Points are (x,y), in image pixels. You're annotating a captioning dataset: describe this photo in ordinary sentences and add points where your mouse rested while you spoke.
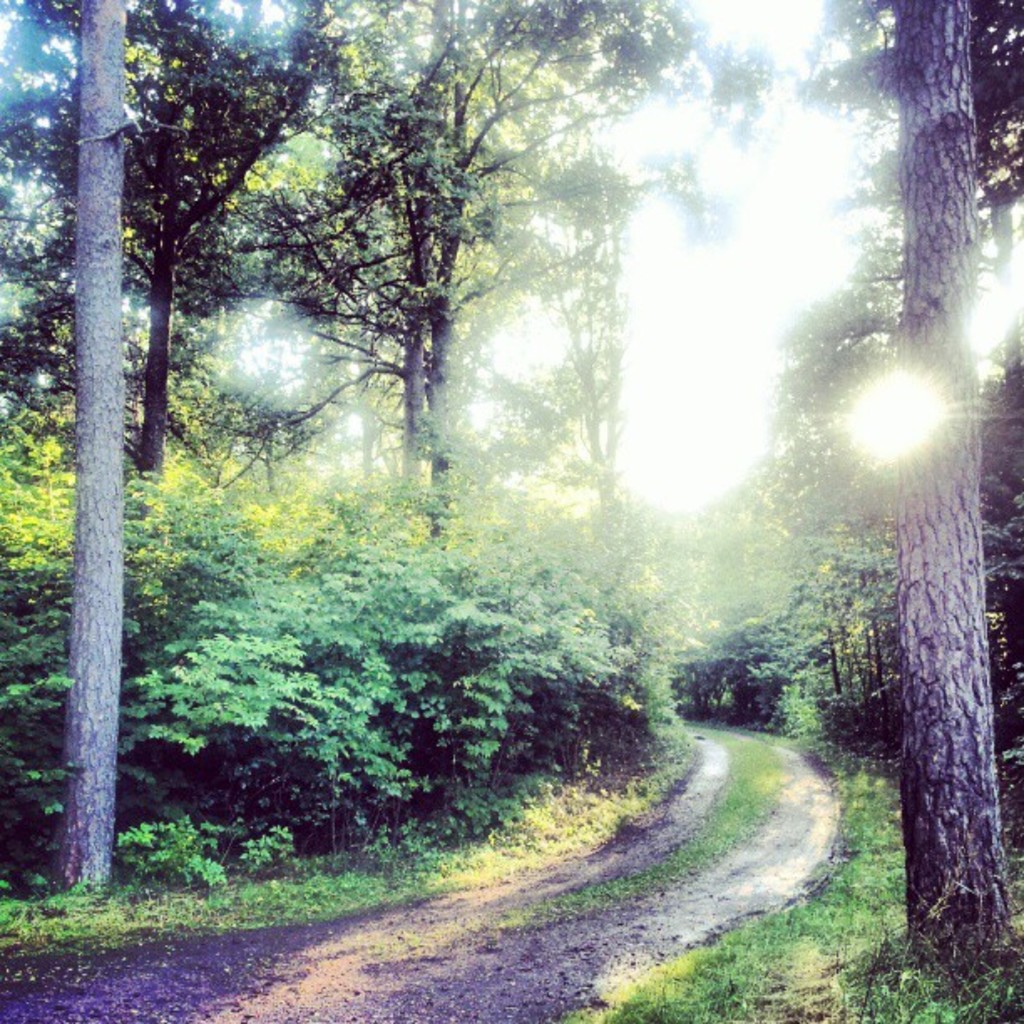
In this picture we can see trees (959,759), plants (481,616), path (775,864) and grass (901,814).
